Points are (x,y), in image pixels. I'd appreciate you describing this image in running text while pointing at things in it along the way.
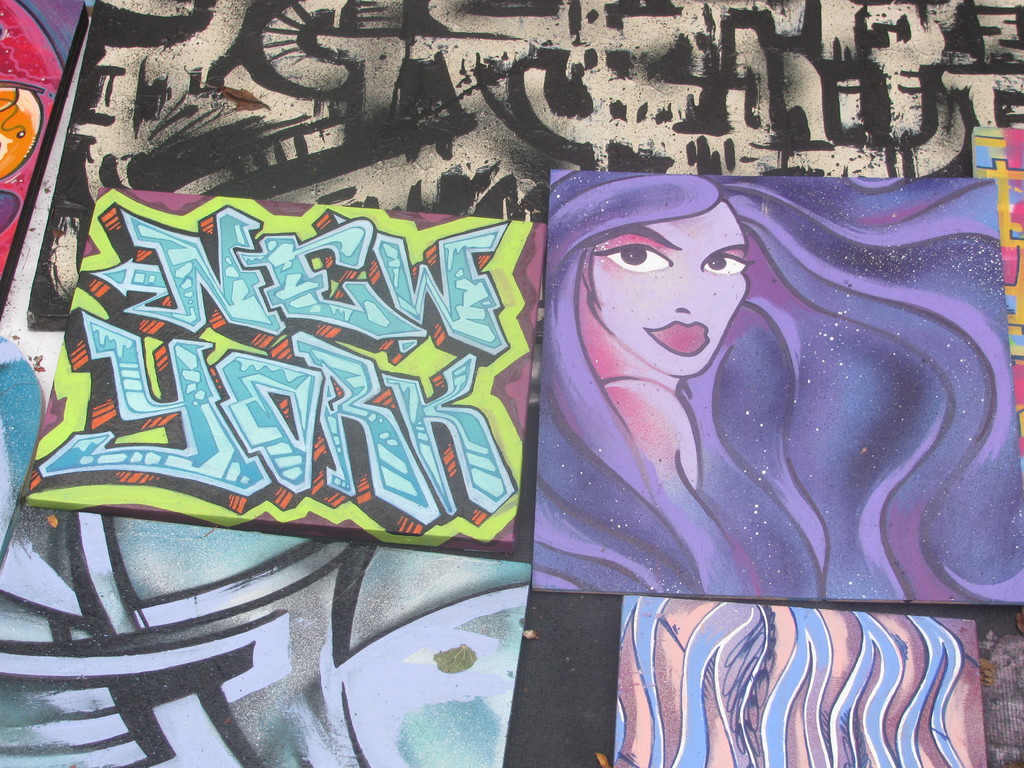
In this picture, we see boards (289,414) in different colors. These boards (666,549) have painted cartoons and text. Behind that, we see a wall (348,90) which is painted and it is known as graffiti (556,82).
